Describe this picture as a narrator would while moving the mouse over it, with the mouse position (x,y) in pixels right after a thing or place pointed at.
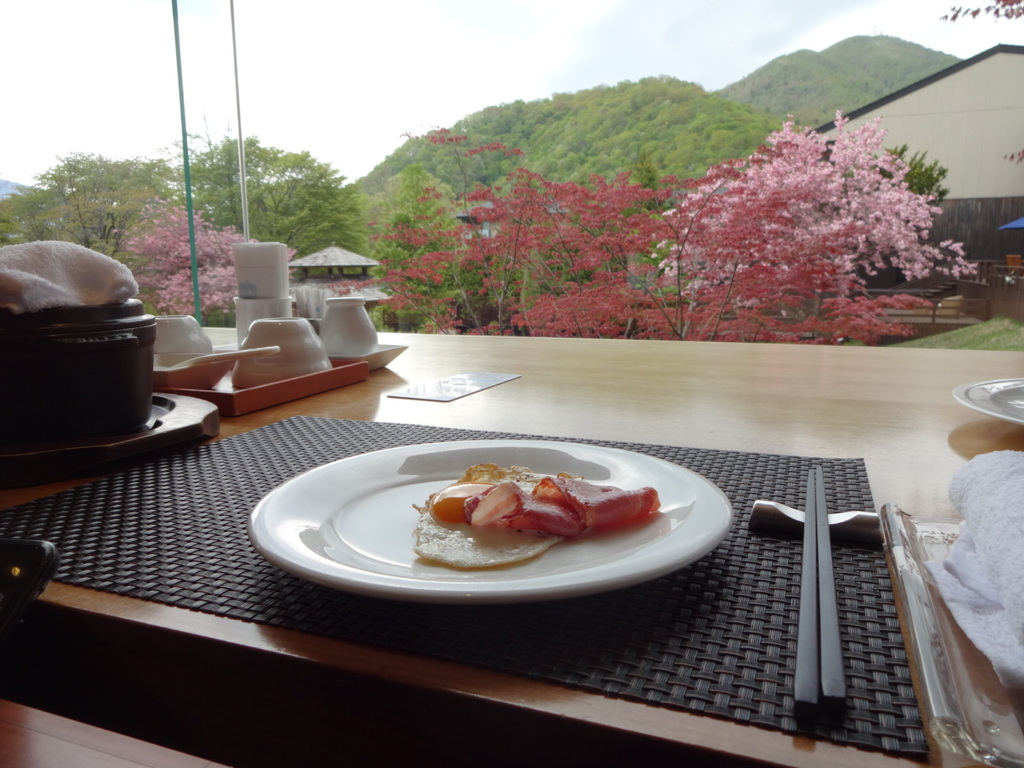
In the picture we can see a table (453,678) on it, we can see a plate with some fried egg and bacon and inside we can see some cups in the tray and behind the table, we can see the poles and plants (857,186) which are red, pink in color and behind it, we can see some house shed (914,149) and behind it we can see hills (592,133) with trees (600,108) on it and behind it we can see a sky (771,48).
